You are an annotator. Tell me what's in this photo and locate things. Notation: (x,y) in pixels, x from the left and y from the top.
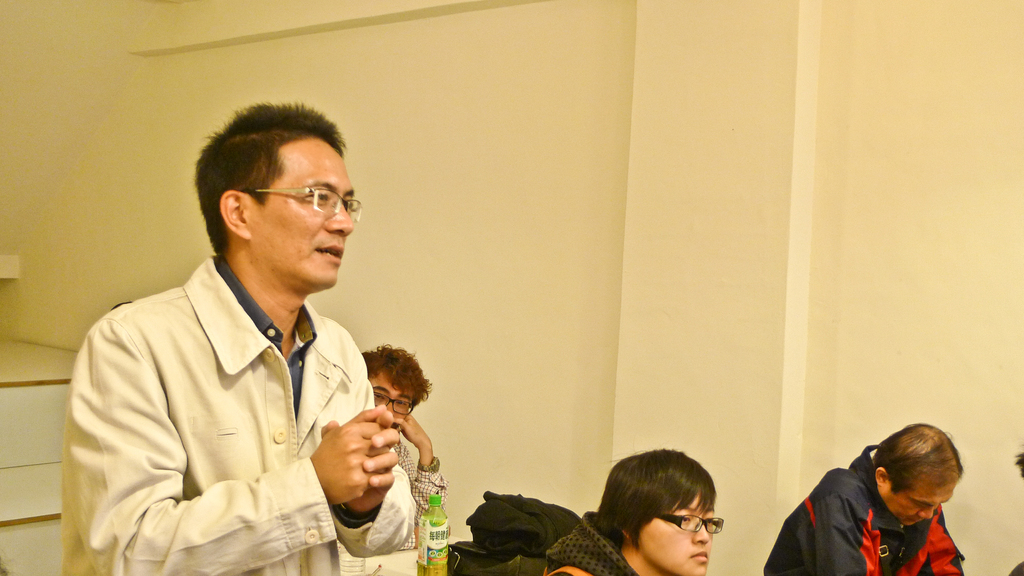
In this picture there are people (444,486), among them there is a man (395,512) standing and we can see bottle (421,548), bag (529,570) and cloth (516,548). In the background of the image (373,152) we can see wall (327,90).
